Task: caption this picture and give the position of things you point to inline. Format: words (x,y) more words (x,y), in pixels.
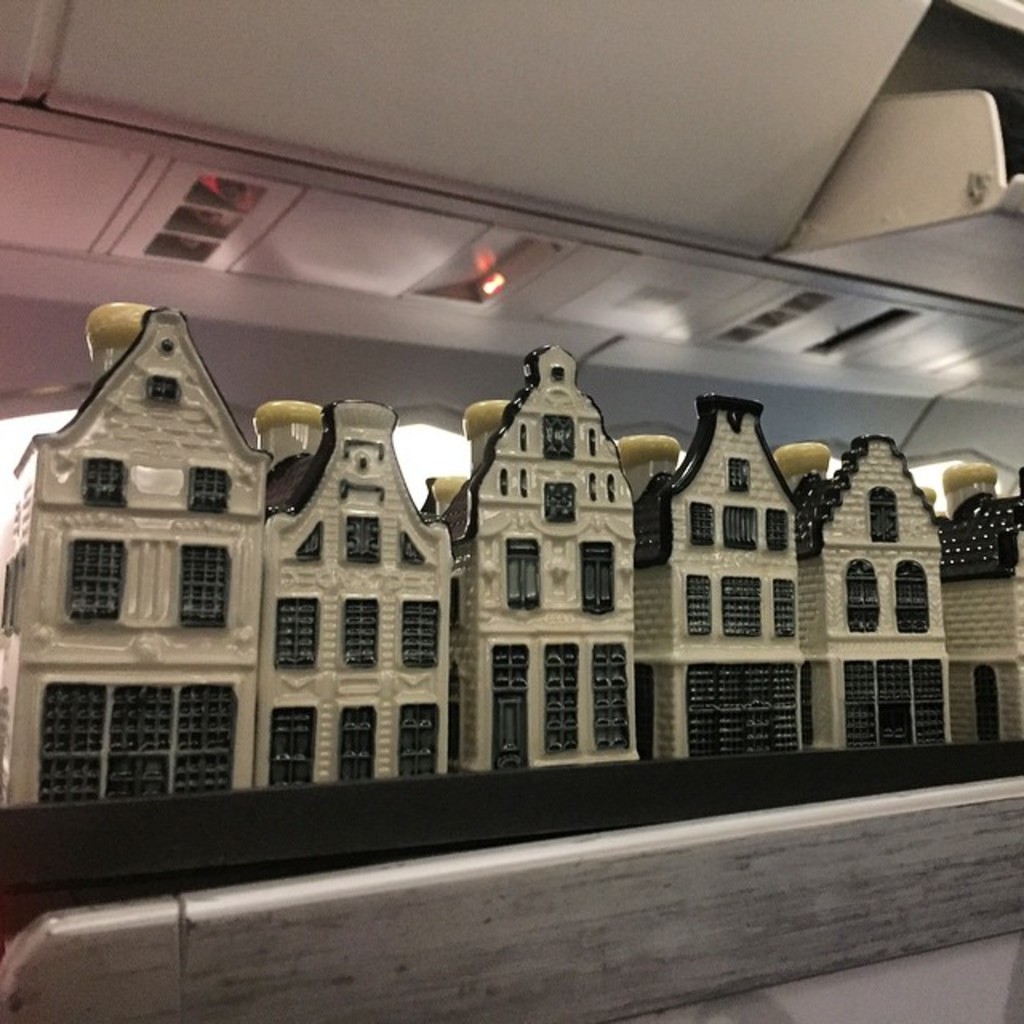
In this image there are bottles (448,490) placed in a house shaped containers (446,648). At the top of the image (502,176) there are switches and cabin storage spaces (645,140) in the flight (786,187).
